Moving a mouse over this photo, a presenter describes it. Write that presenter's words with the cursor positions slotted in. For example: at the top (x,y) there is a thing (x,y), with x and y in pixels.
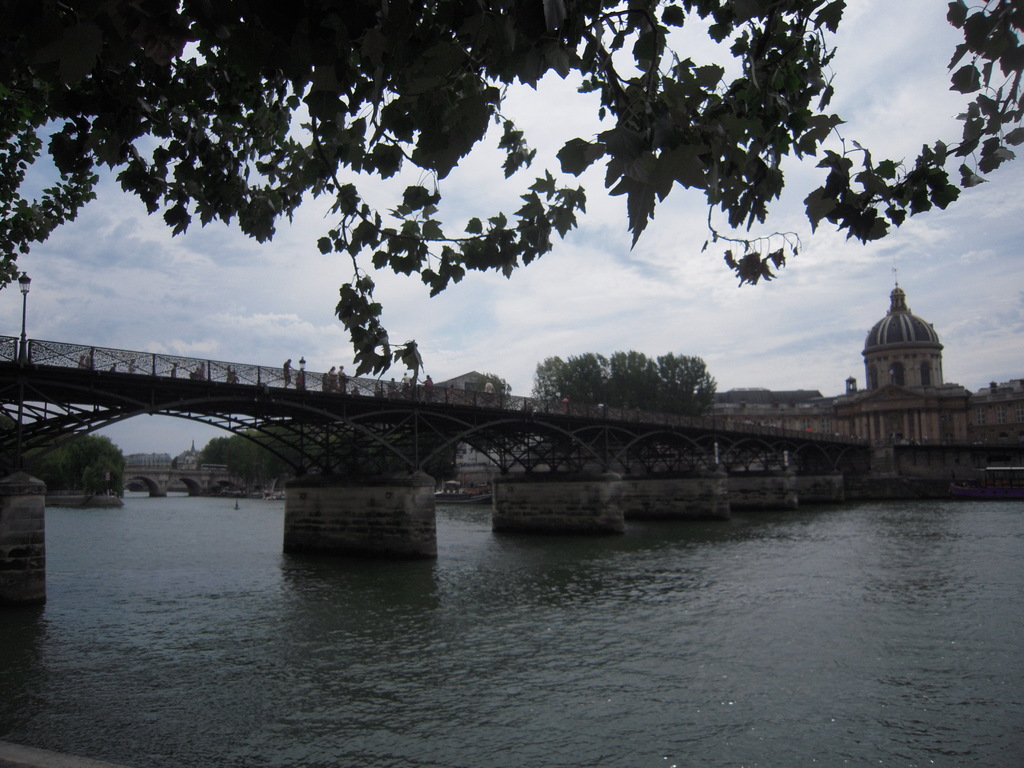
In the background (531,111) we can see the sky (792,182) and dome (897,311). In this picture we can see bridges (648,436), people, lights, poles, beams (395,415), water (864,609) and trees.
